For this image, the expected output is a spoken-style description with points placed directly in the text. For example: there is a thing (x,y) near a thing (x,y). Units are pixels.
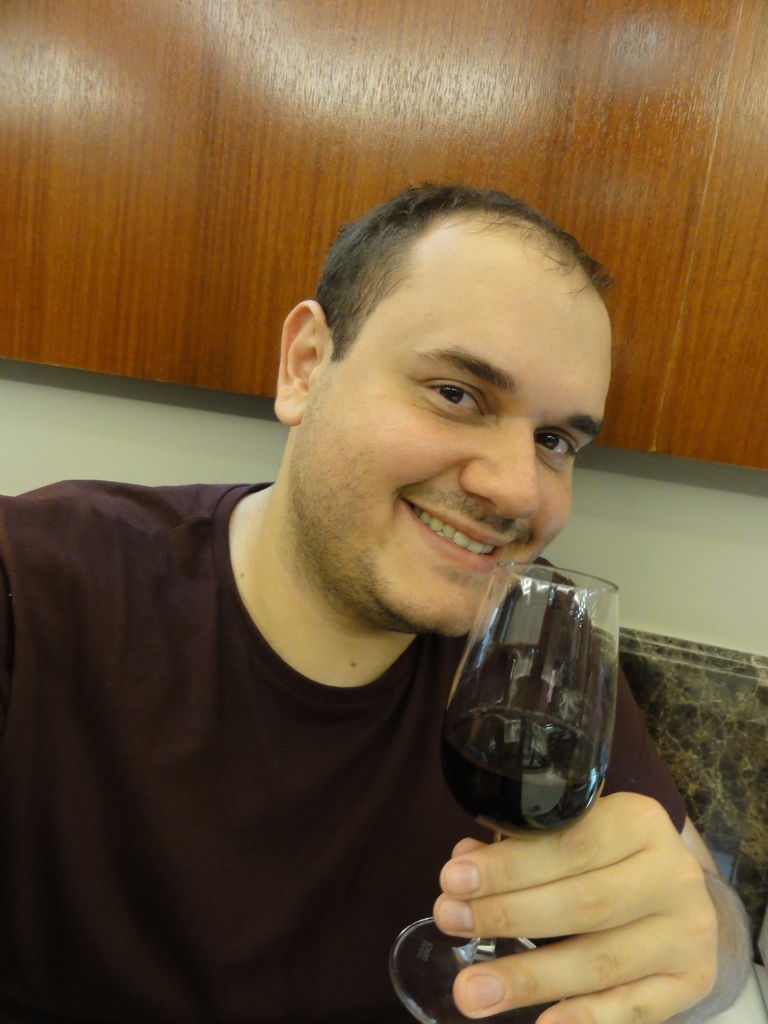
In the picture we can find a man (416,338) is smiling and holding a wine glass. In the background (636,139) we can find a wooden wall (203,275).
